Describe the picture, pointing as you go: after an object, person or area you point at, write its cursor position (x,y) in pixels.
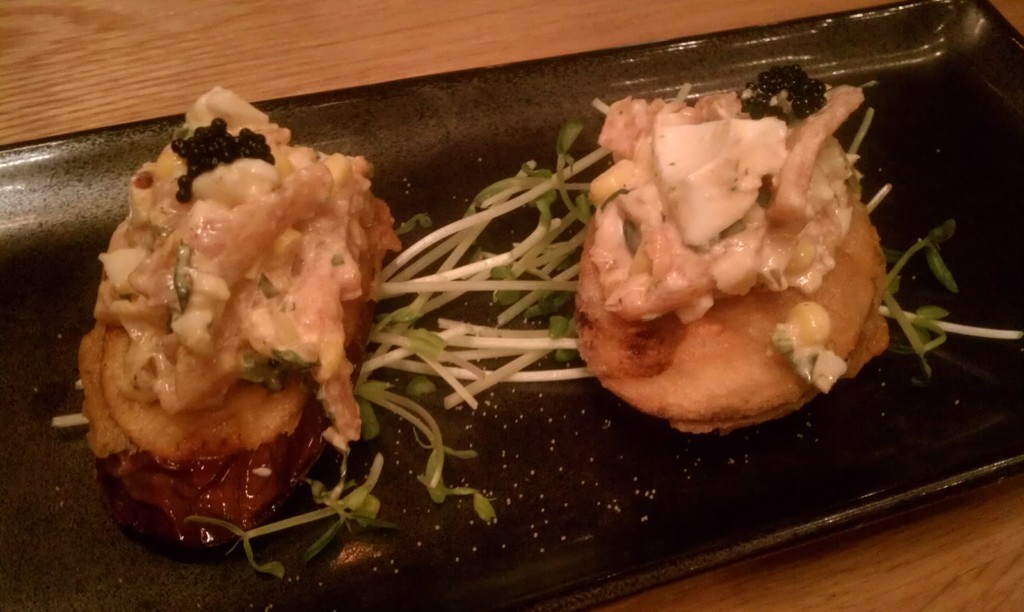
This image consists of a food (693,367) kept in a plate (629,440). The plate (647,443) is in black color. At the bottom (895,596), we can see a table (879,602) made up of wood (761,599).
